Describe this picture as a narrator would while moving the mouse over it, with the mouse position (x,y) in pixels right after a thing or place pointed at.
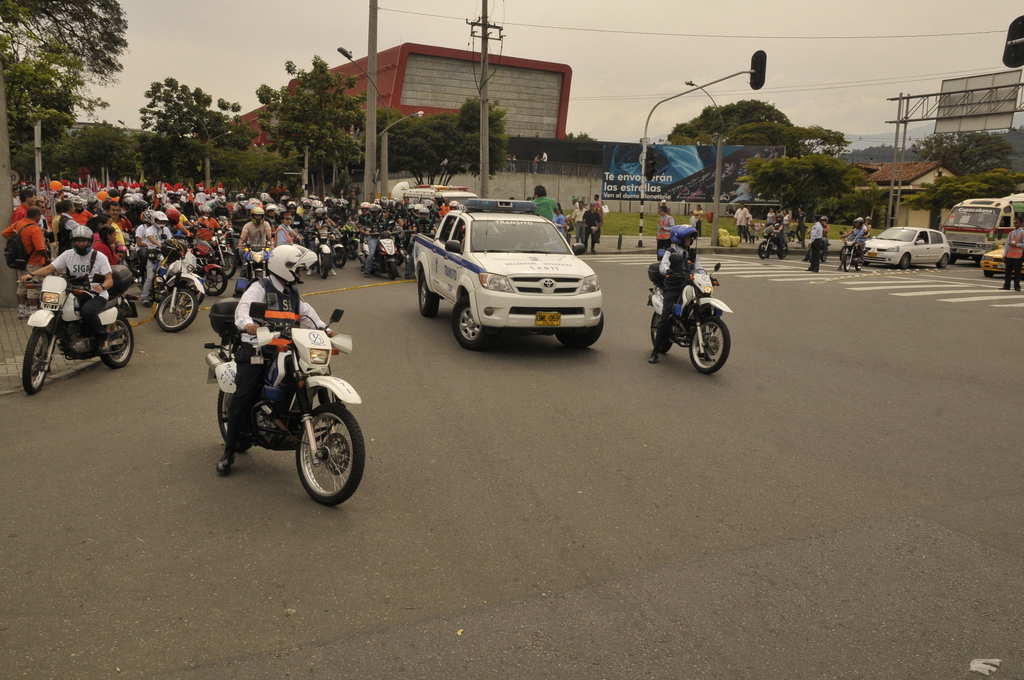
Group of people (90,201) sitting and holding bikes (702,279) and wear helmets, few persons (1010,255) are standing. We can see vehicles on the road (474,495). On the background (347,152) we can see trees (743,108), building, poles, house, hoarding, wires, sky (898,51).
